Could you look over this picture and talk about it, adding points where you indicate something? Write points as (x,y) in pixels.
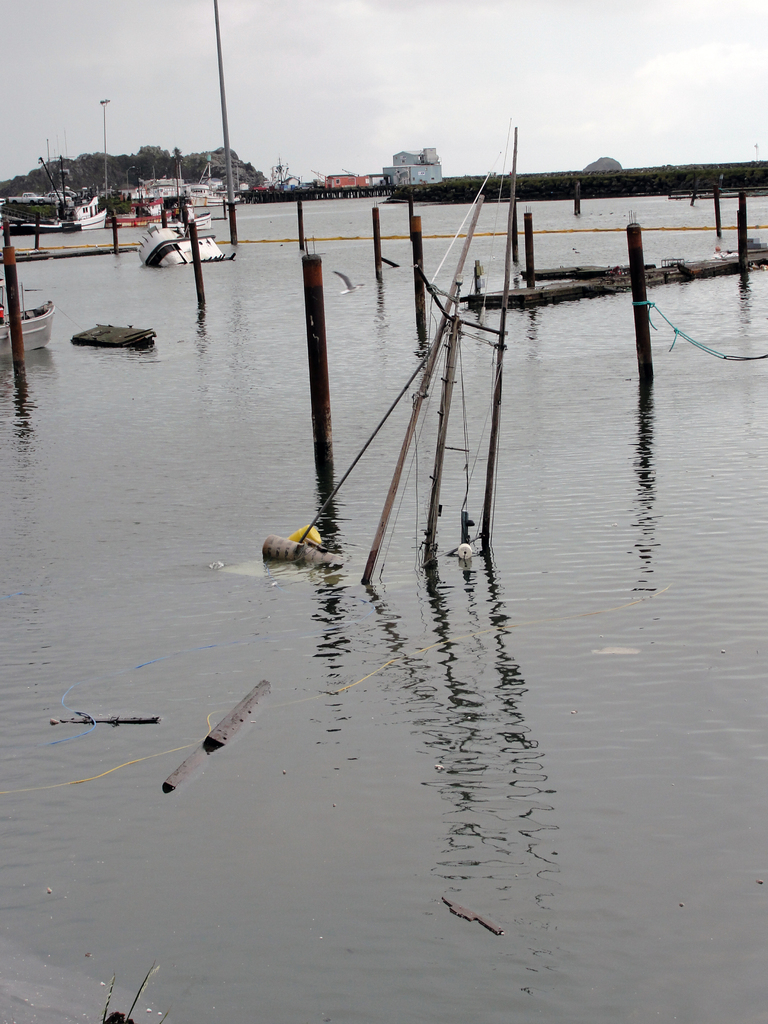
As we can see in the image in the front (484,399) there is water (421,563). In the background (144,211) there are boats (158,220), trees (71,170), buildings (433,183) and there is sky (442,48).
